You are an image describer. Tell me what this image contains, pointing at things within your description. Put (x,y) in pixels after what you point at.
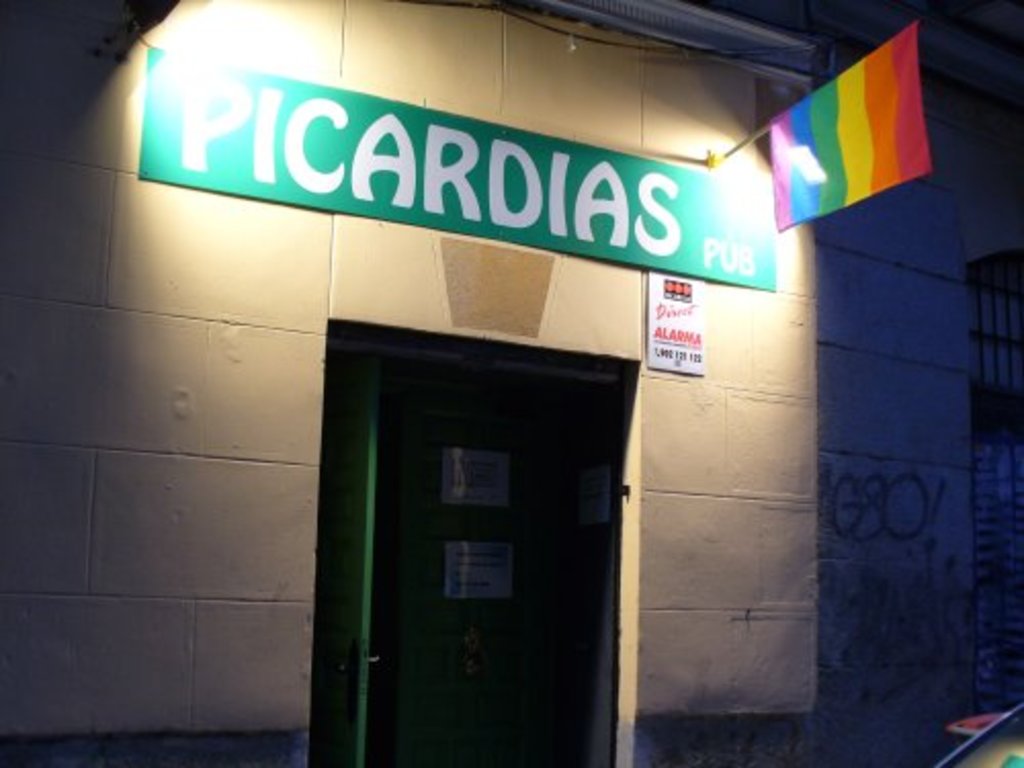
This picture is clicked outside. In the center (585,277) we can see the buildings (883,437) and there is a text (206,99) on the board (197,137) which is attached to the building (755,128) and we can see the wall mounted flag (818,96). In the foreground (618,749) we can see the door (439,640) and some other objects (1009,723).
